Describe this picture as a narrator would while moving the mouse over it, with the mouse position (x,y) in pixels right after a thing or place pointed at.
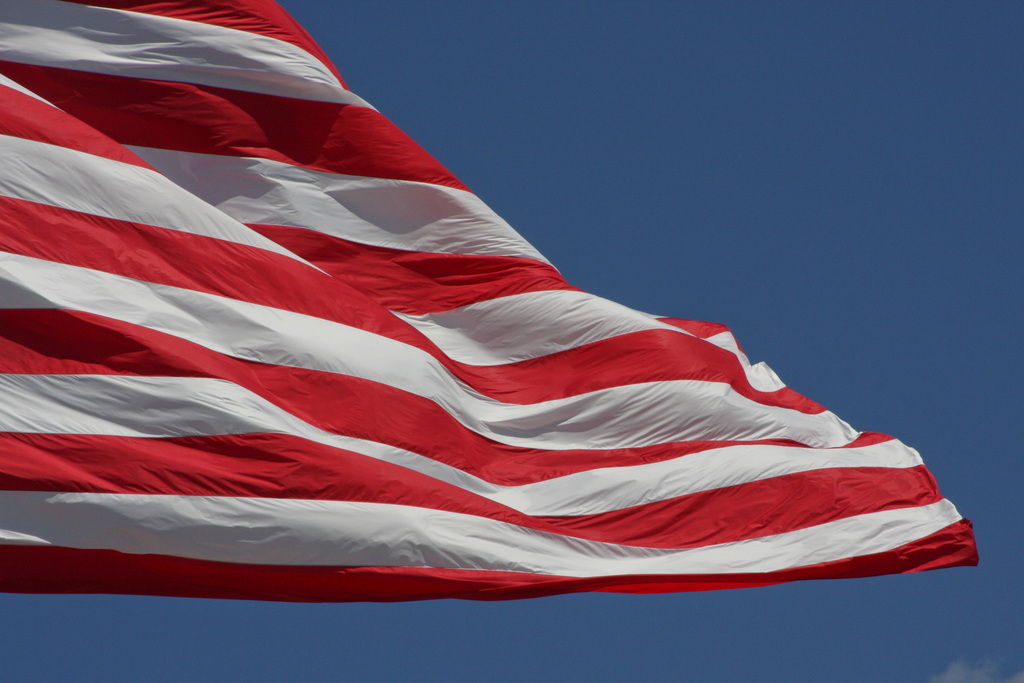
In front of the image there is a flag (602,518). In the background of the image (788,115) there is sky (819,96).
